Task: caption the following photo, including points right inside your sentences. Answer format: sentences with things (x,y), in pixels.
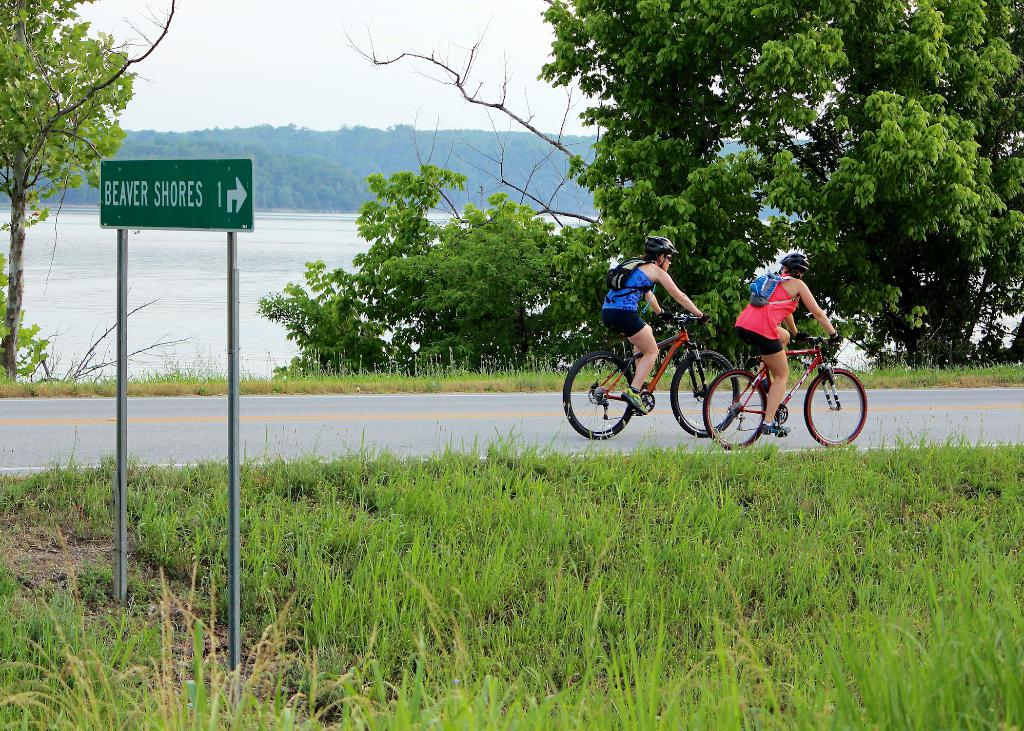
In this picture we can see two women (641,375) wearing shoes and riding on the bicycles (756,379) on the path (668,394). There is a signboard (243,207) on the poles (231,342). Some grass (278,505) is visible on the ground (624,673). There are few trees (28,121) from left to right. We can see water (177,326) and some greenery (305,143) in the background (396,139).
